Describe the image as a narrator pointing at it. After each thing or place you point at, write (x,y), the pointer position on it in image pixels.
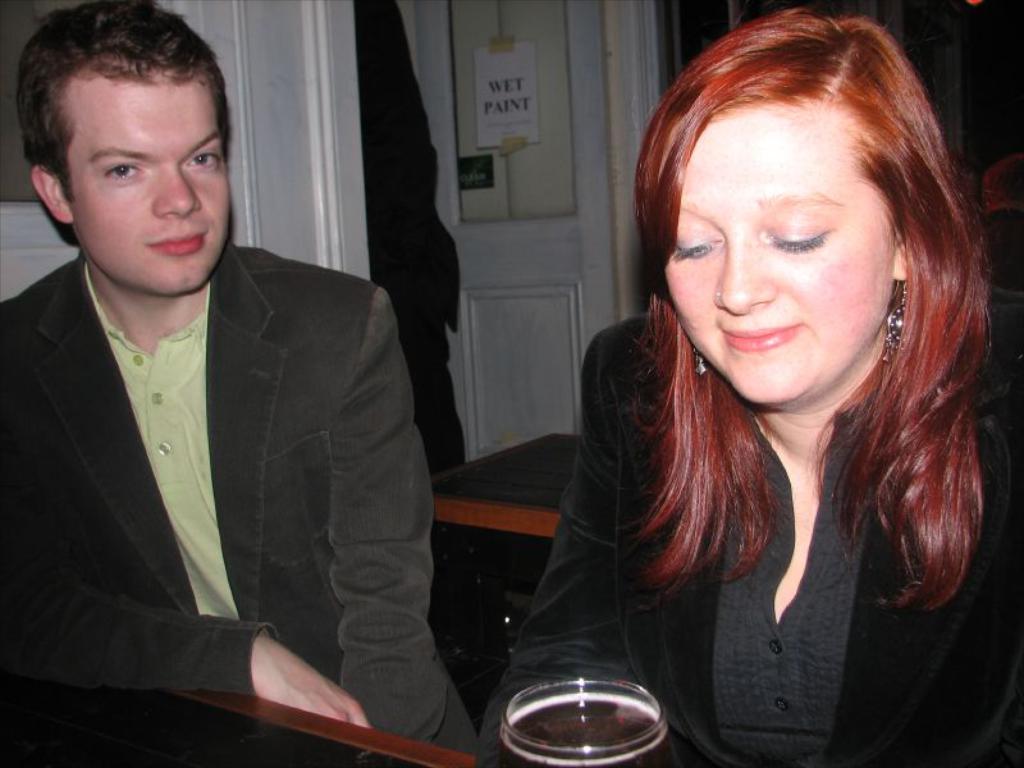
In this image I can see two persons (688,159) in front of them I can see a table (304,747), on the table (230,705) I can see a glass (575,702) contain a drink (575,705), at the top (411,39) I can see the door (435,49) and a cloth (377,140) attached to the door (519,294), in front of the door (471,454) I can see a table (516,495).
